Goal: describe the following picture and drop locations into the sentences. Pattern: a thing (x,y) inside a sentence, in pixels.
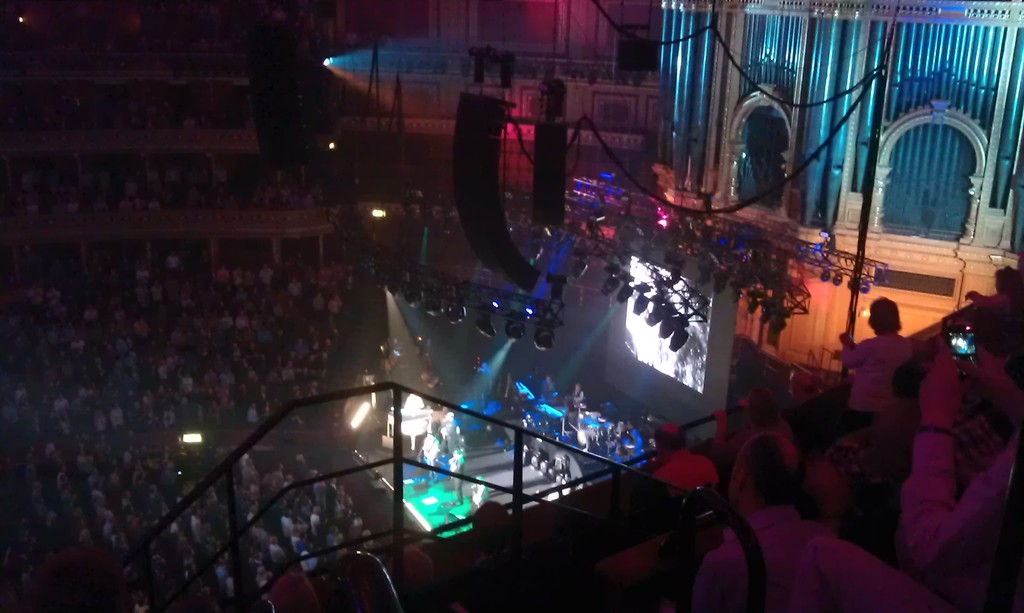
In this image I can see a group of people (183,421) and few people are on the stage (513,404). I can see lights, buildings (521,70) and few people (891,374) are holding mobiles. The image is dark.
